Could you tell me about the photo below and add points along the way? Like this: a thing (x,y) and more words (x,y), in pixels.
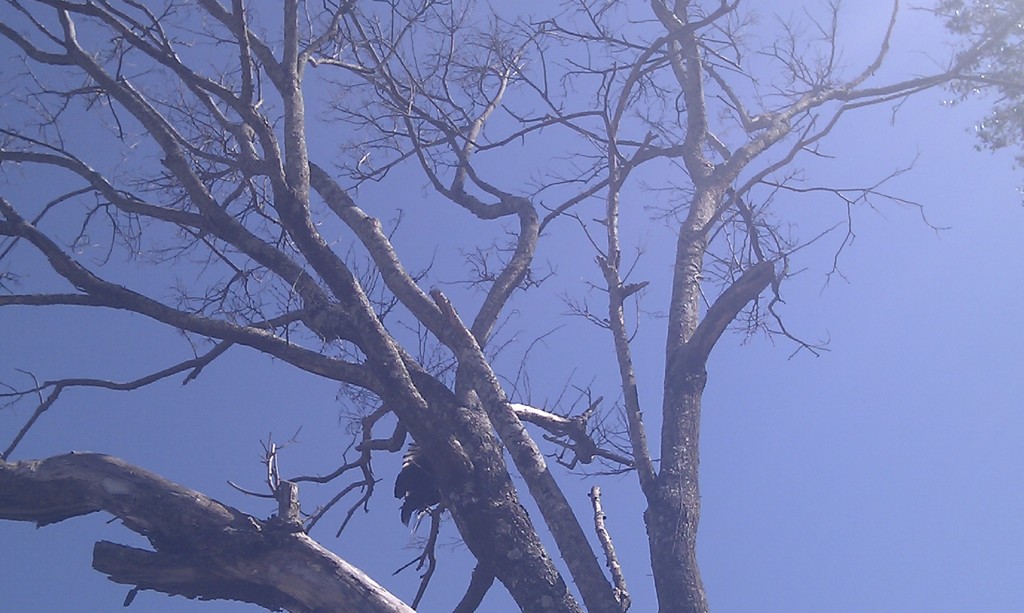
In this picture there is a tree (60,502) and there are no leaves on the tree (355,14). On the right side of the image (965,11) there is a tree (982,83) with leaves (965,29). At the top (965,172) there is sky (884,326).
